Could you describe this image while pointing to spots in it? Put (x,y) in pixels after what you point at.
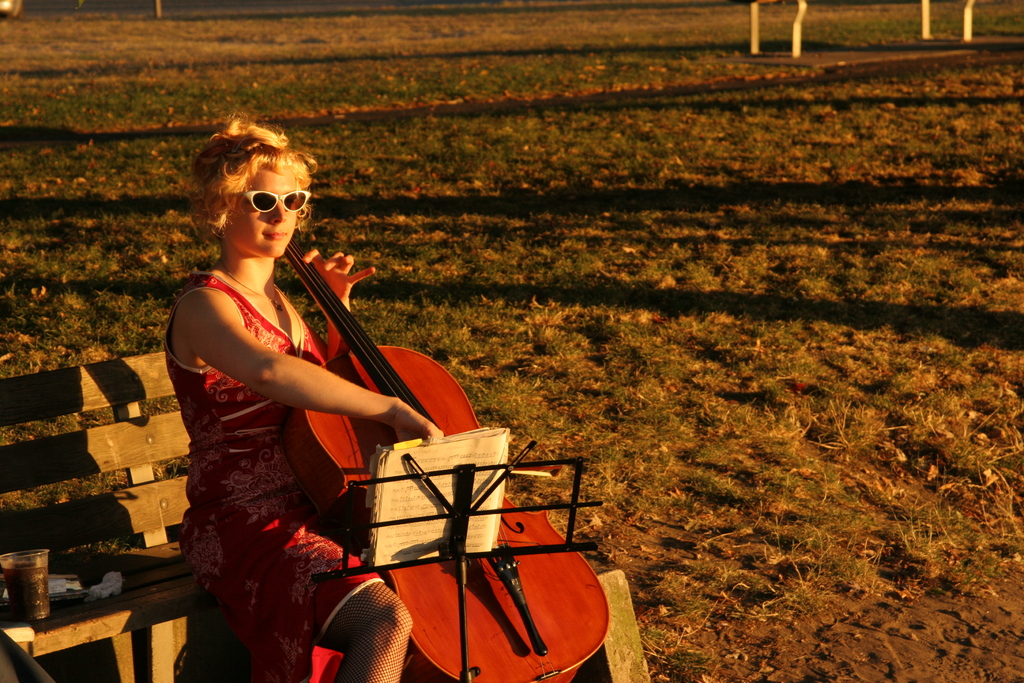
A woman (263,572) is sitting on the bench (177,627) and playing the cello (356,331) by looking into the book (475,454). This is a grass (657,303).
